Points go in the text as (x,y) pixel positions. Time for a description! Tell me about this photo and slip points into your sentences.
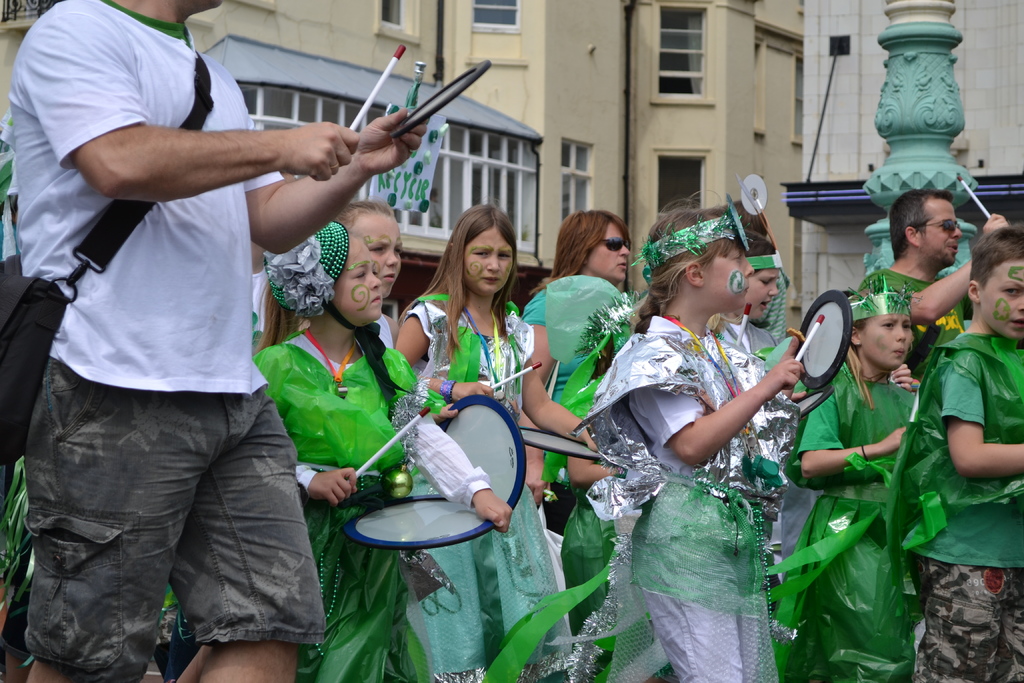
In this image we can see people (272,565) walking on the road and some of them are wearing costumes (326,462) by holding drums (391,527) in their hands (318,136). In the background (520,143) there are buildings (339,103).
